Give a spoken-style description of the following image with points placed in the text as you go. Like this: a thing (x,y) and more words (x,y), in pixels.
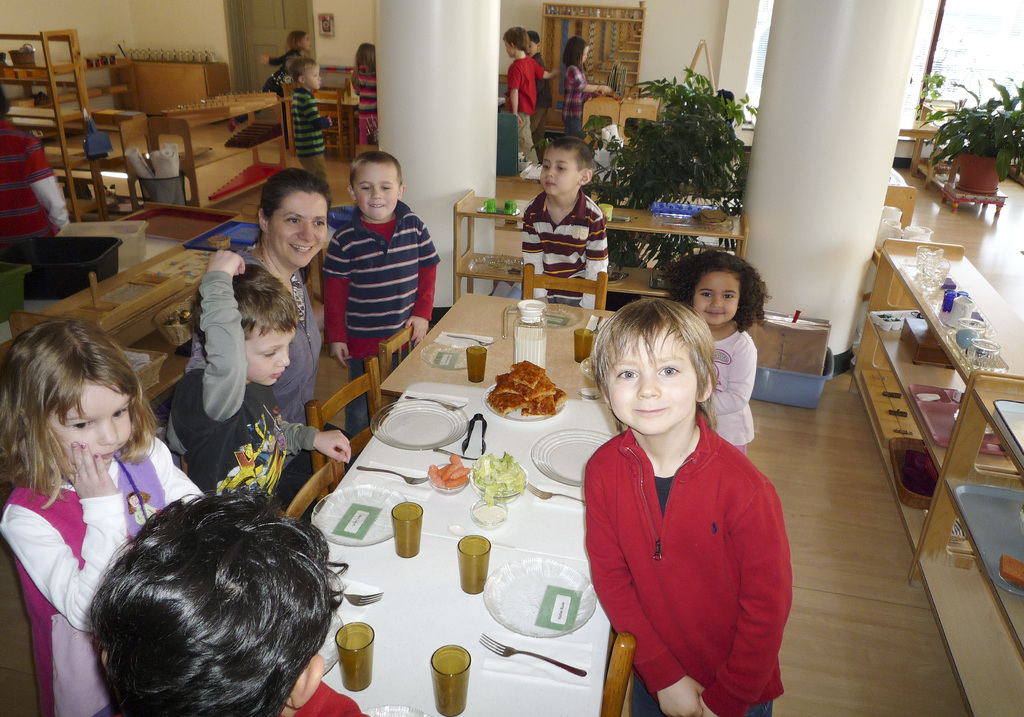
there is a table (447,330) on which there are plates (507,585), glasses (475,539), food (499,403). on the left (125,460) and right people (215,427) are standing. behind them there are plants (682,141) and pillars (431,121).
